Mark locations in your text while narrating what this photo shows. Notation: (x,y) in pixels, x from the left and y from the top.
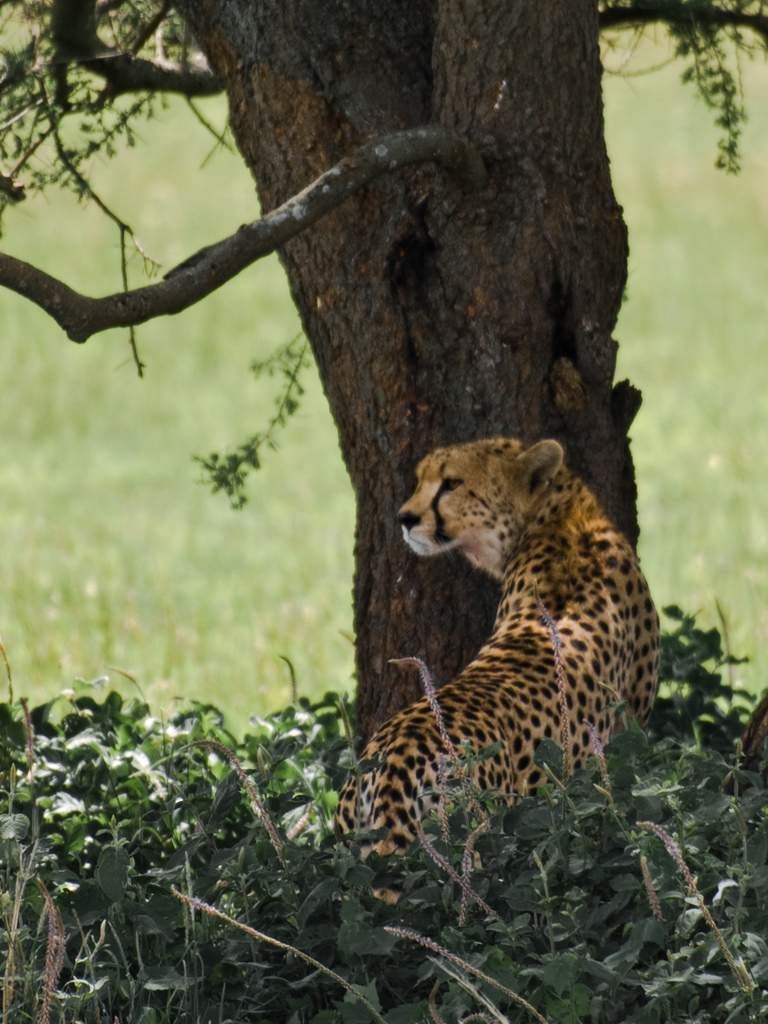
In the center of the image (426,531) there is a cheetah (421,733). There is a tree trunk (439,382). In the background of the image (219,507) there is grass (664,468). At the bottom of the image (433,916) there are plants (312,944).
